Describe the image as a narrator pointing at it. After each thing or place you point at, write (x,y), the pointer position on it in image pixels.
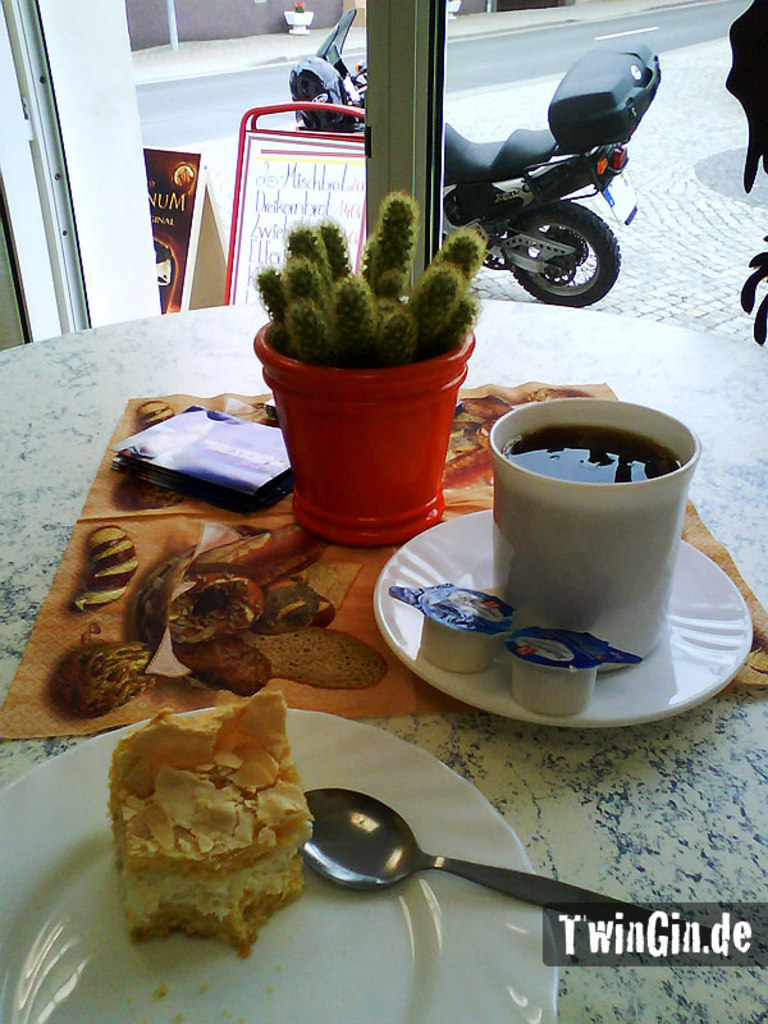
In this image we can see a serving table (508,795) on which we can see a serving plate (426,875) with dessert (235,841) in it, cutlery (366,853), sauce dips (454,643), beverage mug (516,555), house plant (370,414) and a polythene cover (208,442). In the background (579,211) we can see a motor vehicle (526,184) on the road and advertisement boards (163,185).
